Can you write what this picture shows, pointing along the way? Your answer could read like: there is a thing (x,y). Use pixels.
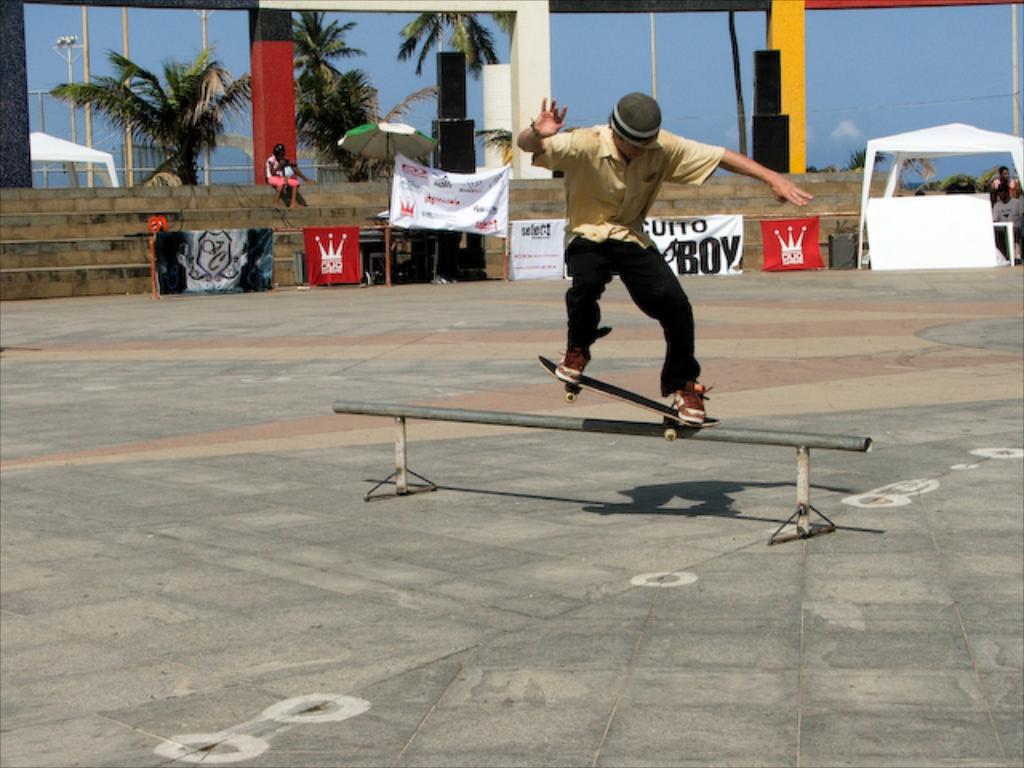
The man (607,203) in cream shirt (643,211) and black pant (670,305) is skating. In the middle of the picture (428,416), we see an iron rod (444,413). Behind that, we see many boards (531,259) with text (729,257) written on it. Behind that, the girl (282,178) in pink shirt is sitting on the staircase (249,227). On the right side (891,174), we see a tent (988,141) in white color. There are trees (405,108), pillars (16,68), tents (35,150) and street lights (128,132) in the background (23,87). At the top of the picture (729,76), we see the sky (709,100).
